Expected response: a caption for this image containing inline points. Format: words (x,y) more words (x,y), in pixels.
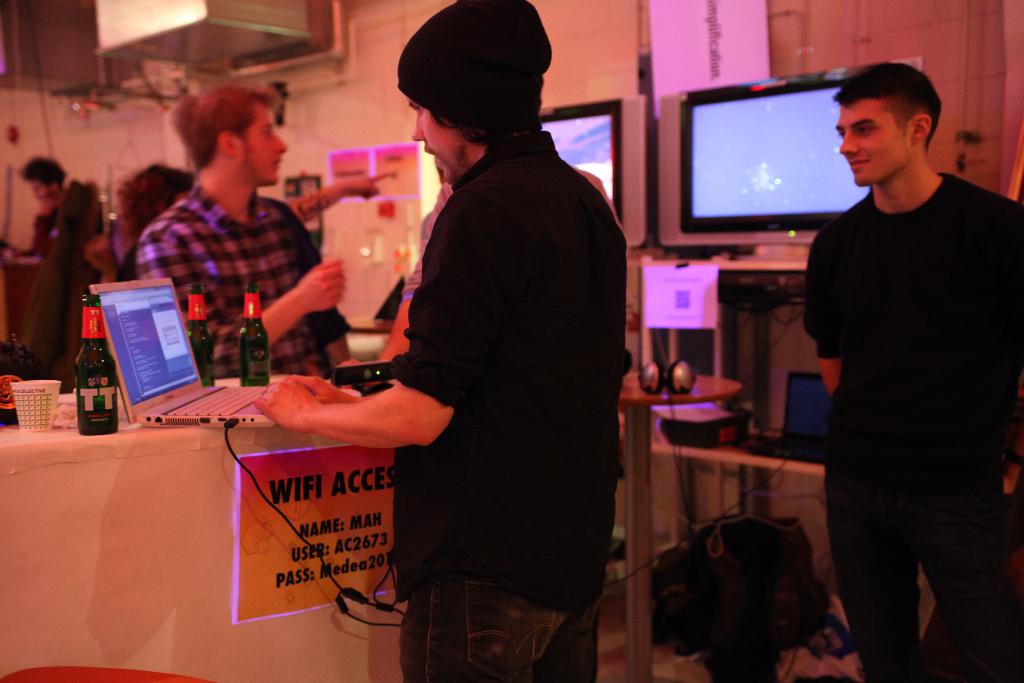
In this image I can see there are few persons (576,261) visible in front of the table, on the table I can see a laptop (190,359), bottle (245,341) and glass (18,393) and a cable cord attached to the laptop (196,394), on the right side (865,192) I can see screens (719,167) and under screens (677,167) I can see a table (702,384), on the table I can see headphones (683,377) and under it bags (743,520) and at the top (954,60) I can see the wall (351,61).
